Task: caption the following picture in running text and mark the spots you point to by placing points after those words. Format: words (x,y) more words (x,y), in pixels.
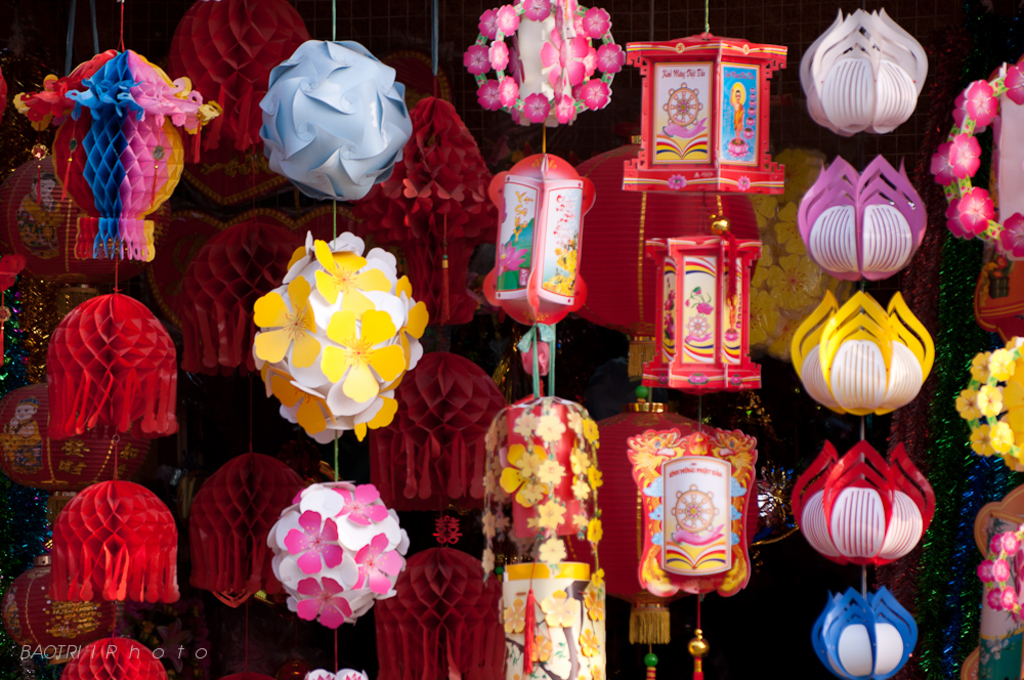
In this image I can see number of decorative items (299,339) which are red, pink, blue, yellow and white in color are hanged with ropes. I can see few lanterns (608,291) behind them. I can see few other decorative items (946,428) in the background (941,440).
